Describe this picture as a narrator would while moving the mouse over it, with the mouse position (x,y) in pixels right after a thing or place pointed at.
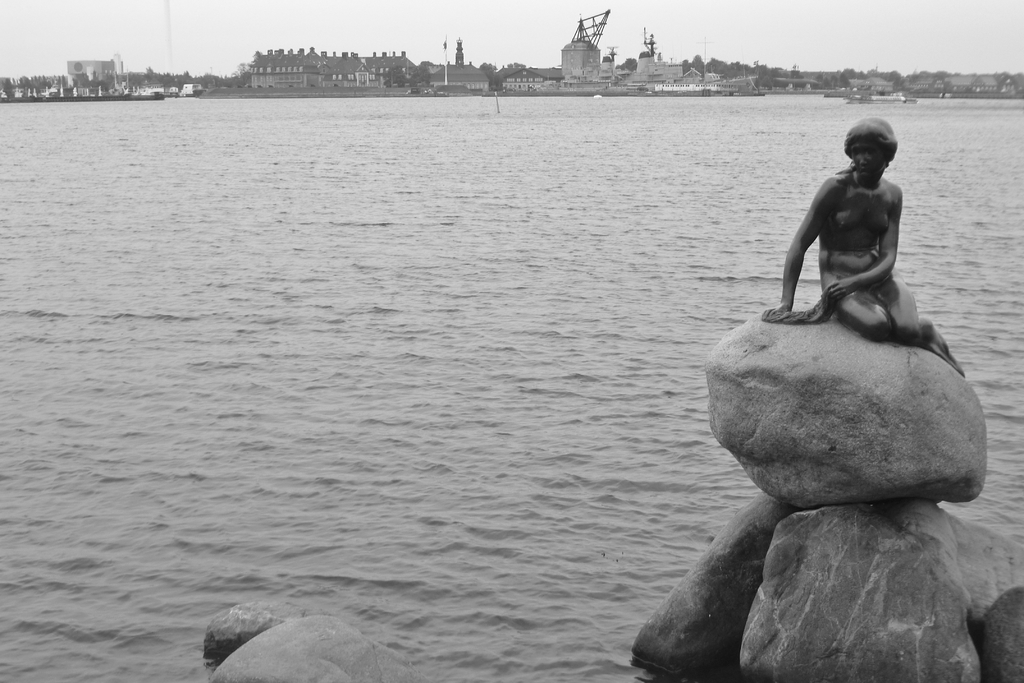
In the image we can see there is a human statue (868,263) sitting on the rocks (862,544) and there is lake (228,256). Behind there are buildings (387,61) and the sky (335,33) is clear. The image is in black and white colour.
